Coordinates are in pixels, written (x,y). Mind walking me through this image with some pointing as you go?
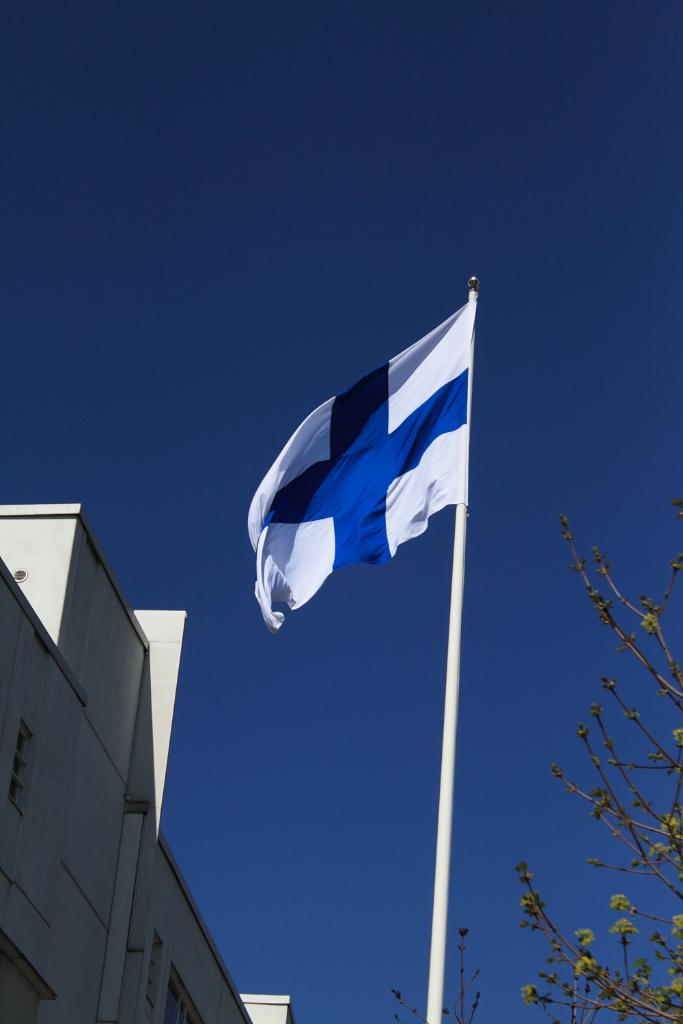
In the center of the image (351,456) there is a flag (455,327). To the left side of the image (160,781) there is a building (98,931). At the top of the image (301,209) there is sky (216,129). To the right side of the image (533,995) there is a tree (646,997).
